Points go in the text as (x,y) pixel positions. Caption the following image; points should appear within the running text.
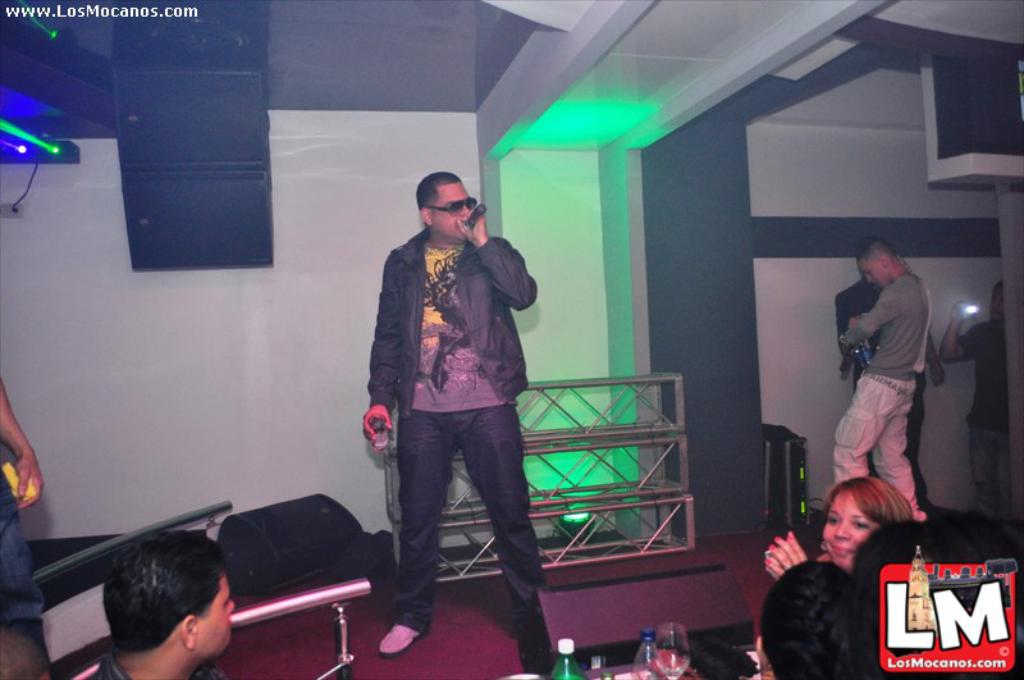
This picture is clicked inside. In the center (438,282) there is a person (474,329) holding an object (380,431) and a microphone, standing on the ground (424,650) and seems to be singing. On the left (149,608) we can see the two persons (169,582). On the right (894,367) we can see the group of persons (861,438), metal rods (471,538) and many other objects (655,663). At the top (229,76) there is a speaker (206,113) and we can see the roof (90,118), focusing lights (49,156), wall (587,202) and some other objects (294,546). In the bottom right corner (972,593) there is a watermark (904,603) on the image.
